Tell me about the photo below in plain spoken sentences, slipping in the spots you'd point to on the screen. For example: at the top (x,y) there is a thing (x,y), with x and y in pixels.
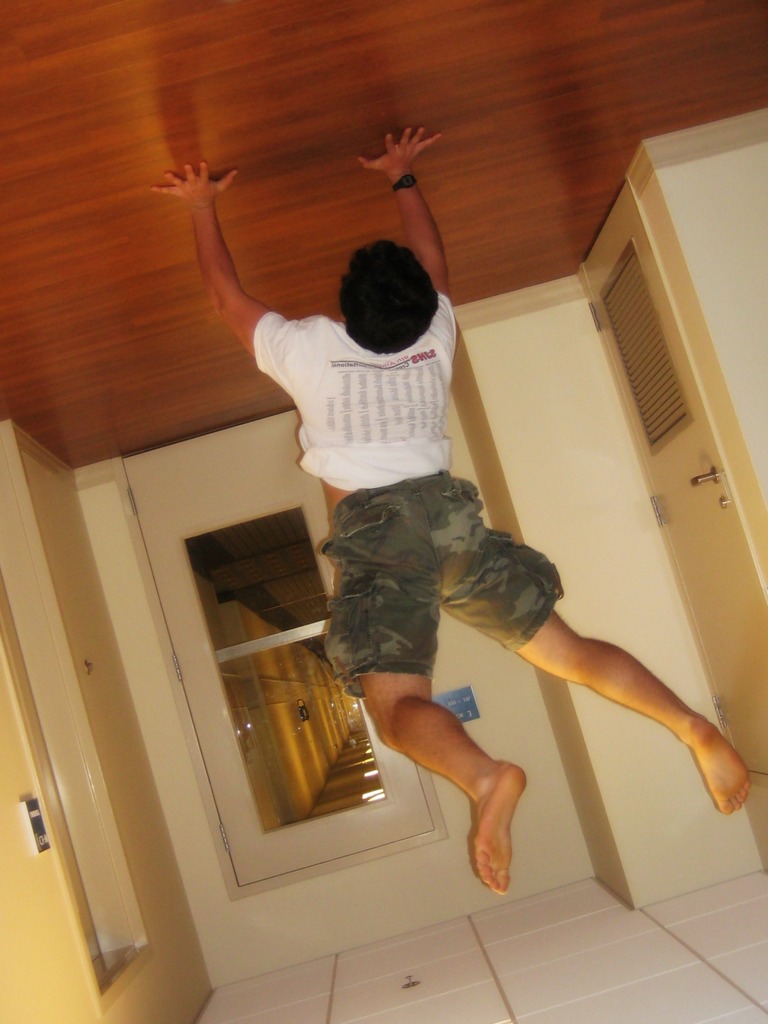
In this image we can see a person (561,641). There are few doors (322,757) in the image. There is an object (38,825) on the wall (14,854) at the left side of the image (35,812).
